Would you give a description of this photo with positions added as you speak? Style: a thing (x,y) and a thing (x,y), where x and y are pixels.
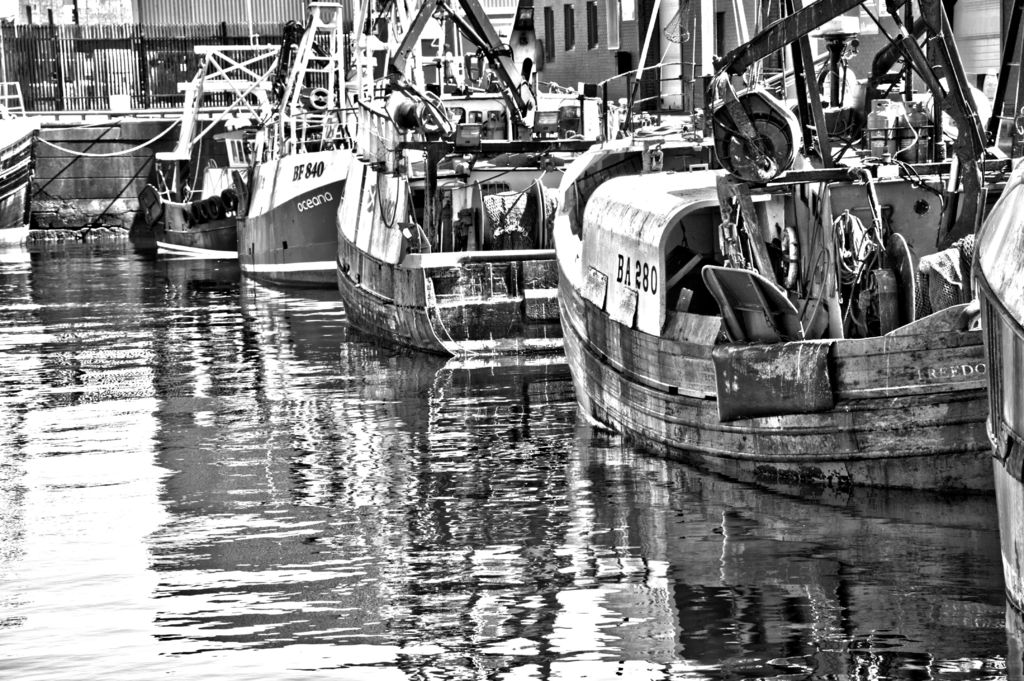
In this image we can see some ships (390,152) on the water (448,410), also we can see the fencing (13,63), and the picture is taken in black and white mode.
